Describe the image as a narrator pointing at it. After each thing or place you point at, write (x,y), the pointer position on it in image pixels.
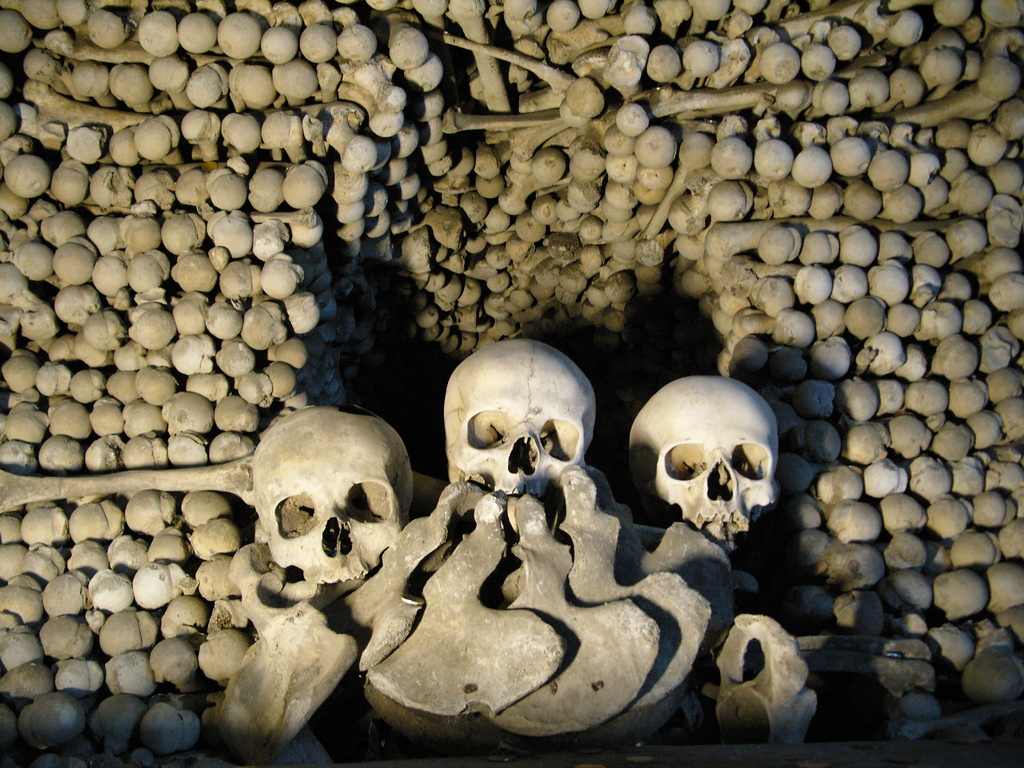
In this picture I can observe three skulls (406,488). I can observe bones (198,445) in this picture.
